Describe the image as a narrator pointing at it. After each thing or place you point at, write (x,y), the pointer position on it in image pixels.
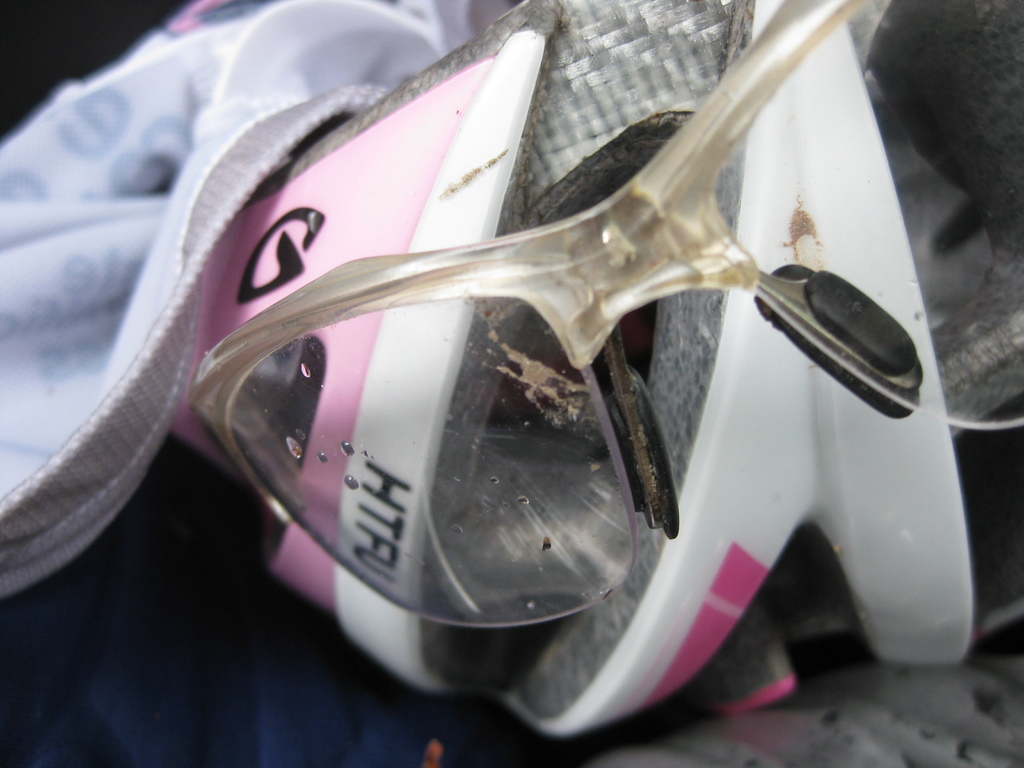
In this picture we can see goggles (952,186), helmet (925,199) and jacket (147,528).
